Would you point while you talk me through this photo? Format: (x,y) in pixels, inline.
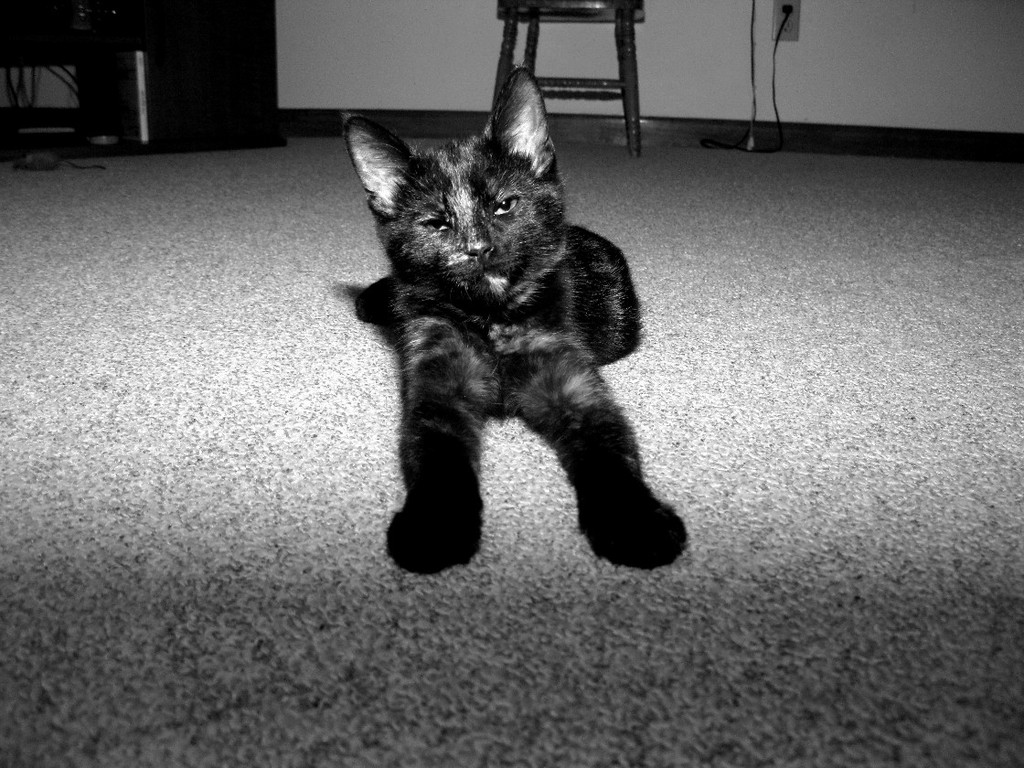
In this image we can see a cat (503,263). There are few objects (168,84) at the left side of the image (143,88). There is a chair (582,79) in the image. A plug (787,12) plugged into a socket (793,25).
